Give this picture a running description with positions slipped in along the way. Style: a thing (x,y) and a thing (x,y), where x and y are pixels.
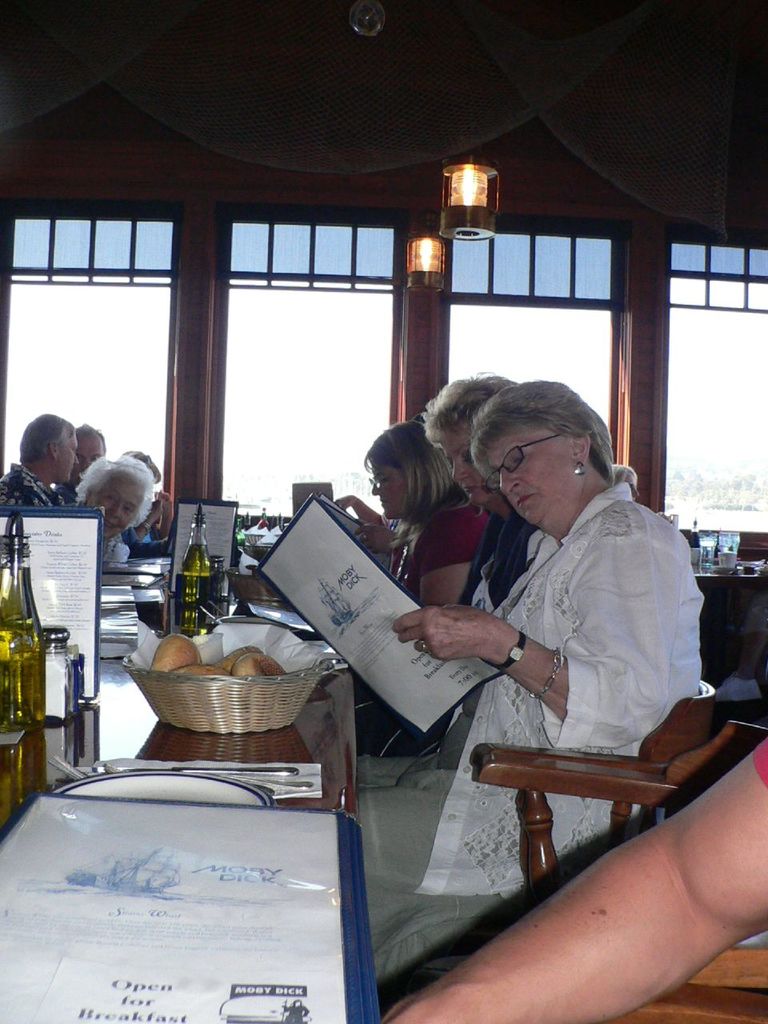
This picture describes about group of people (506,856), they are all seated on the chairs (625,776), in front of them we can see few bottles (39,617), basket (150,689), plates (114,783) and other things (239,878) on the table (105,749), in the background (447,190) we can see few lights (427,278).
